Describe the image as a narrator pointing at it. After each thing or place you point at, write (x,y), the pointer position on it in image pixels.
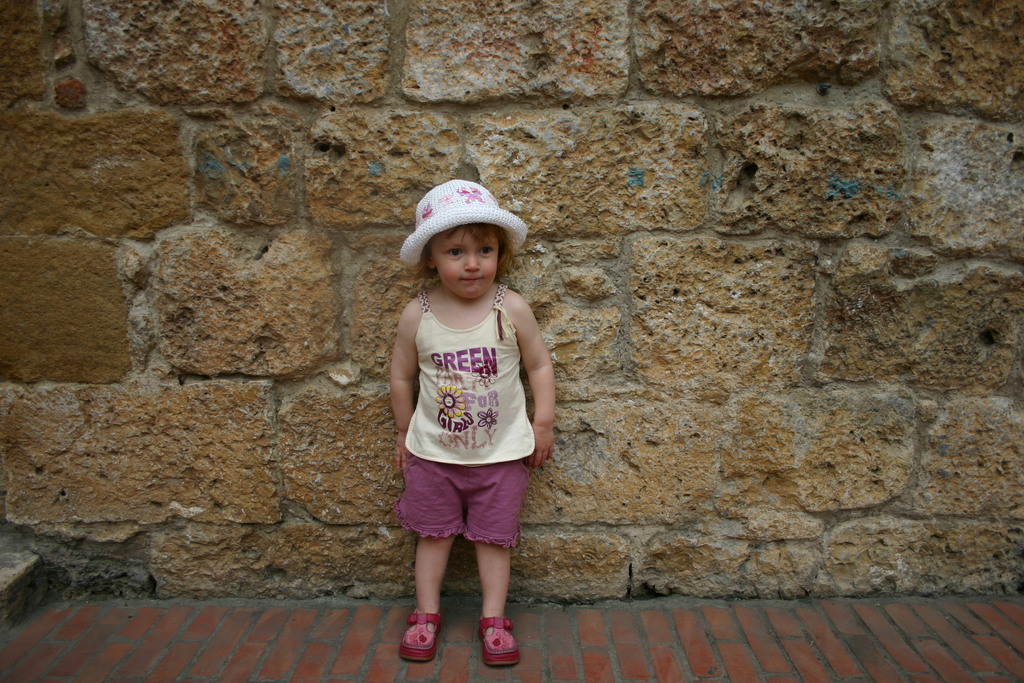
In this picture there is a girl (435,264) who is wearing hat (460,214), t-shirt (454,361), short (459,529) and shoes (504,629). She is standing near to the wall (626,428). At the bottom (608,642) I can see the brick floor (380,681).
